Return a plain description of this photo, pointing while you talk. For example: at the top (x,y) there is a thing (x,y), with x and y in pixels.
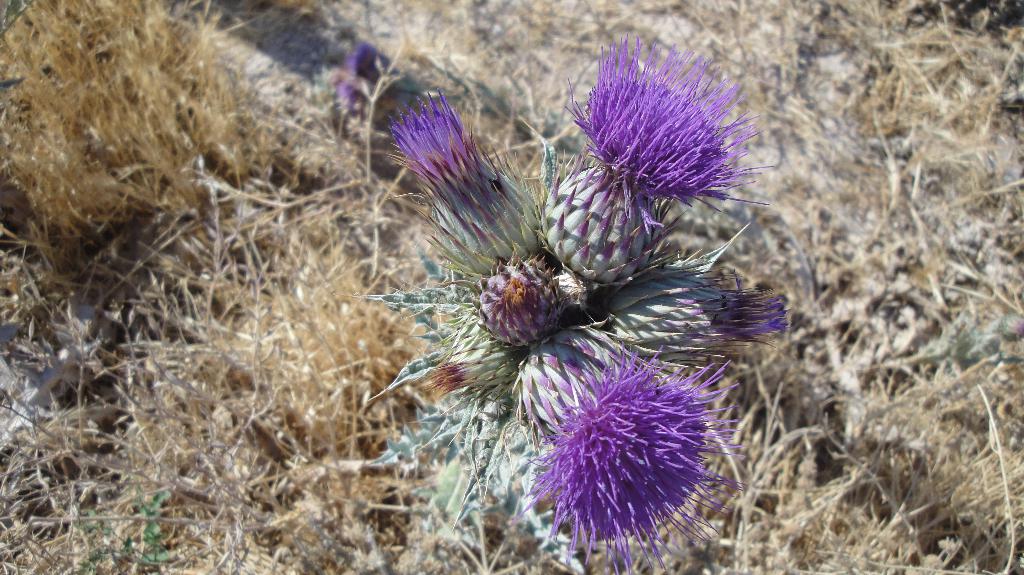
In this image there are plants (323,264), there are purple colored flowers (429,137).
